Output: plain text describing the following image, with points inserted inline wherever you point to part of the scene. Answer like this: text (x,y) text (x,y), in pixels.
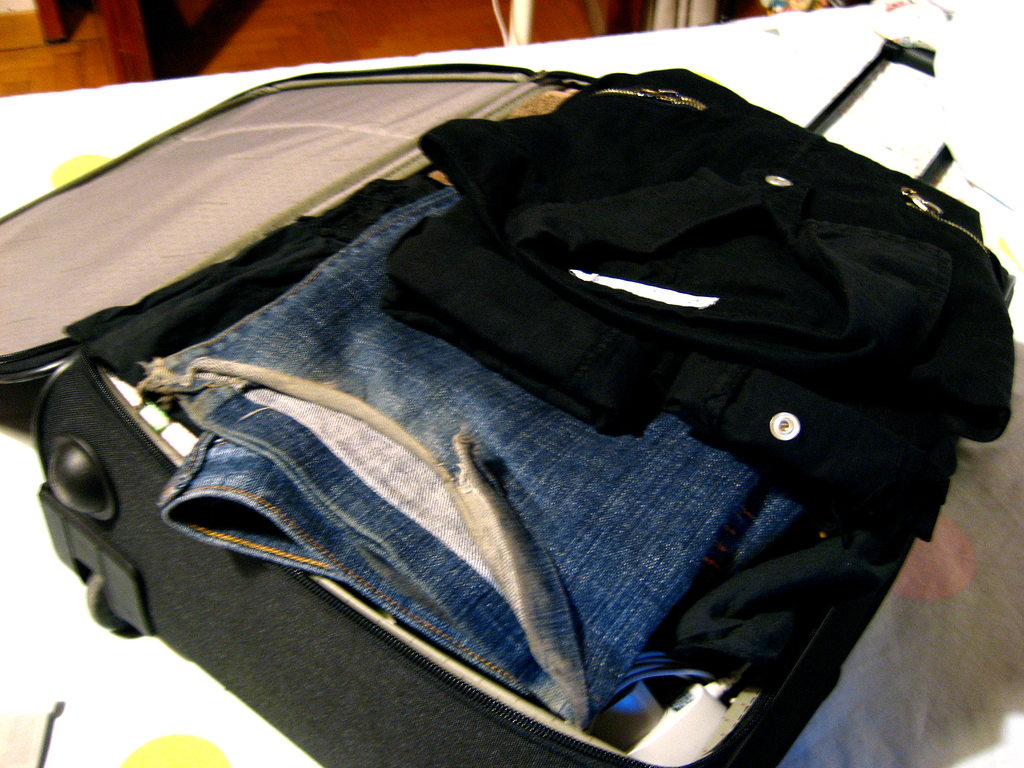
In this image I can see few objects (631,736) and clothes (395,501) in the suitcase (385,669) and the suitcase (98,609) is on the white color surface (60,652). Background (20,65) is in brown and cream color.
